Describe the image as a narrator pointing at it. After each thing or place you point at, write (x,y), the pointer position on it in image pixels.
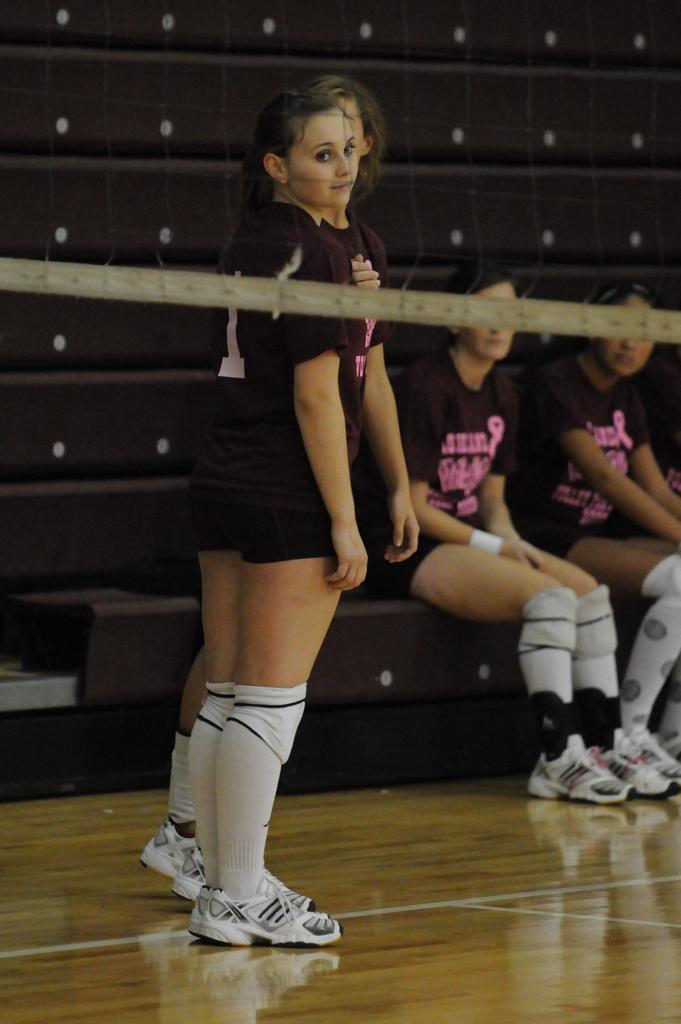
In the picture we can see two women (287,669) are standing on the wooden surface (138,840), they are wearing a brown color sports wear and behind them, we can see some women (637,694) are sitting and they are also wearing a brown color sportswear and in the background (643,124) we can see a wall (155,459) which is brown in color with white dots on it.
